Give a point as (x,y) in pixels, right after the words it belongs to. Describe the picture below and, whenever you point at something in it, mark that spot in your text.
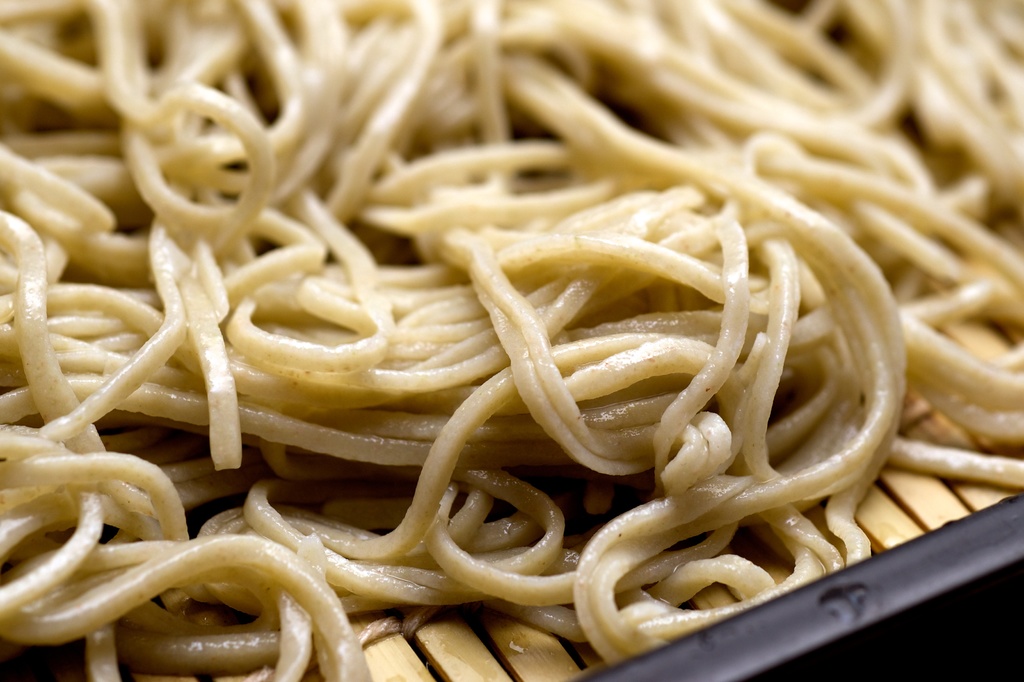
In this picture, we see the boiled noodles (646,202). In the right bottom (826,591), it is black in color and it might be a tray (928,611).
